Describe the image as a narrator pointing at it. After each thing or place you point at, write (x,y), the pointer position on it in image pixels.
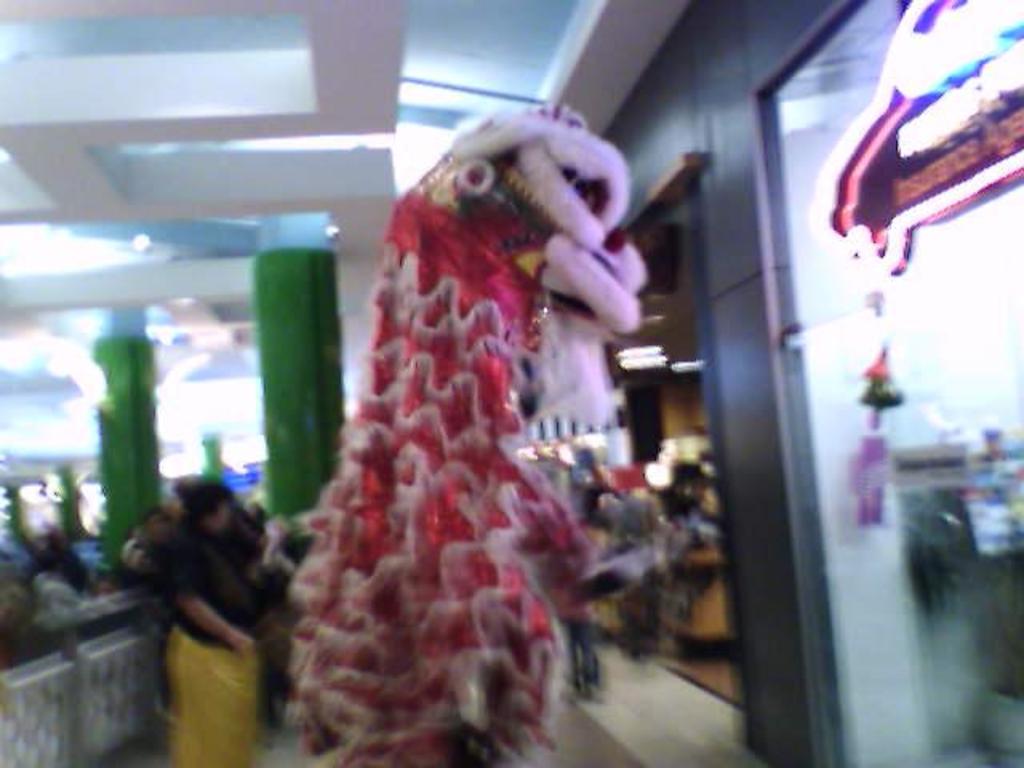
In the center of the image (492,410) there is a lion dance costume (446,555). There are people (164,521). To the right side of the image (894,437) there is glass (952,457) on which there is text (1022,58). At the top of the image (487,11) there is ceiling (263,153). There are pillars (279,217). There is railing (97,609).
